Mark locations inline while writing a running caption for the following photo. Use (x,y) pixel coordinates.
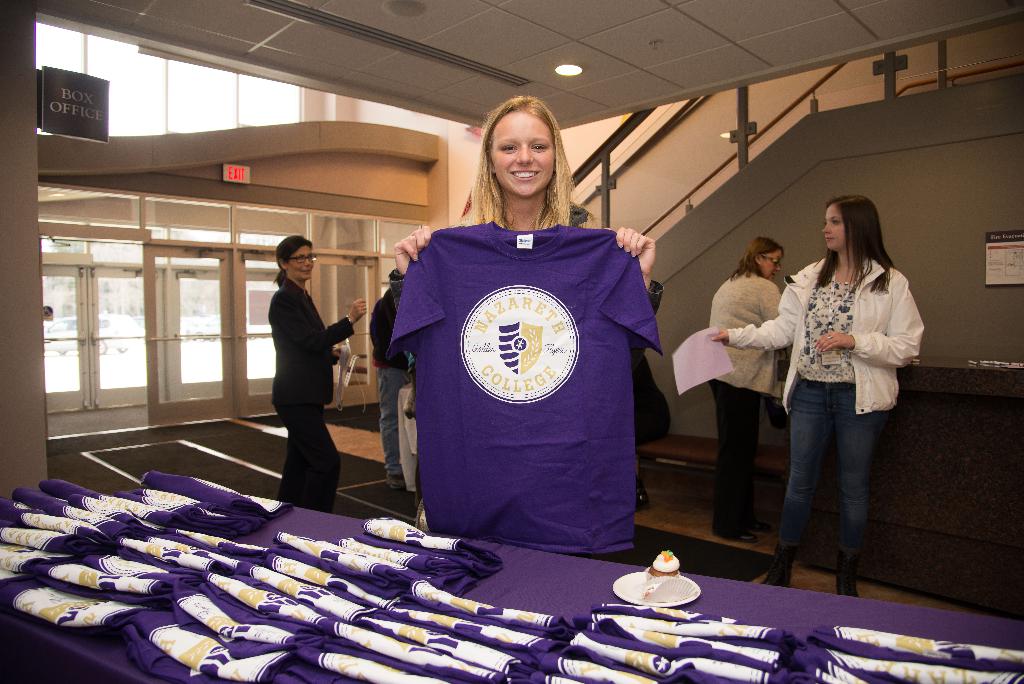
In this image, we can see a woman (507,210) is holding a t-shirt (531,332). She is watching and smiling. At the bottom (784,624), we can see a table (48,662) covered with cloth (688,667). Few clothes (716,666) and objects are placed on it. Background (672,242) we can see few people (283,372), walls (691,293), glass objects (59,360), railing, sign board (64,132), poster (1020,261), name board (77,122) and desk (987,421). Top of the image (635,58), we can see the ceiling (635,58) and light (564,69). Here we can see two women (897,367) are holding an object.
